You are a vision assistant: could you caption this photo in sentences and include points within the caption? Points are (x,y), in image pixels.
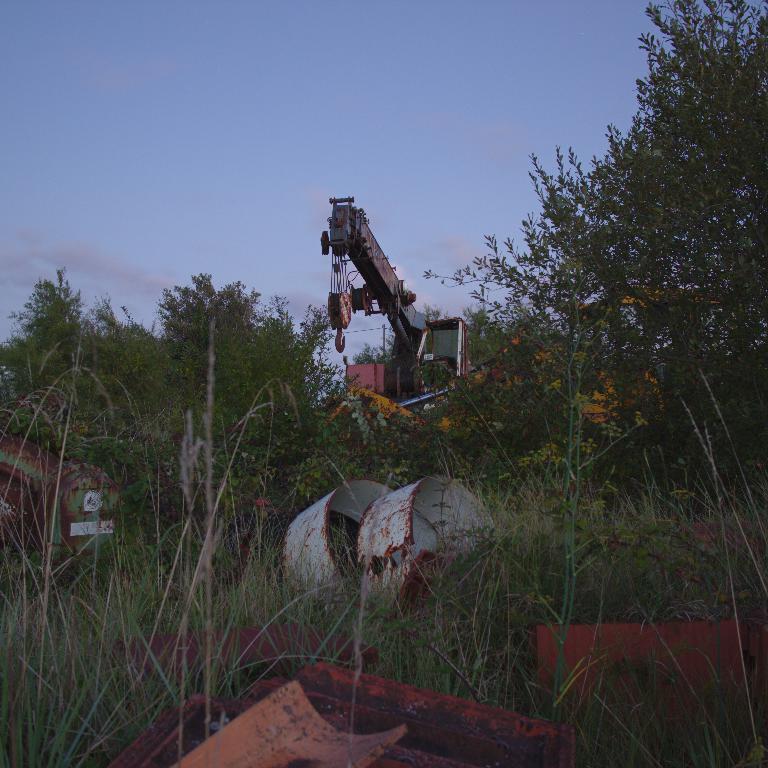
In this image, we can see a crane (407,342) in between trees (593,252). There is a scrap (345,716) at the bottom of the image (344,668). In the background of the image (348,106), there is a sky (490,65).
